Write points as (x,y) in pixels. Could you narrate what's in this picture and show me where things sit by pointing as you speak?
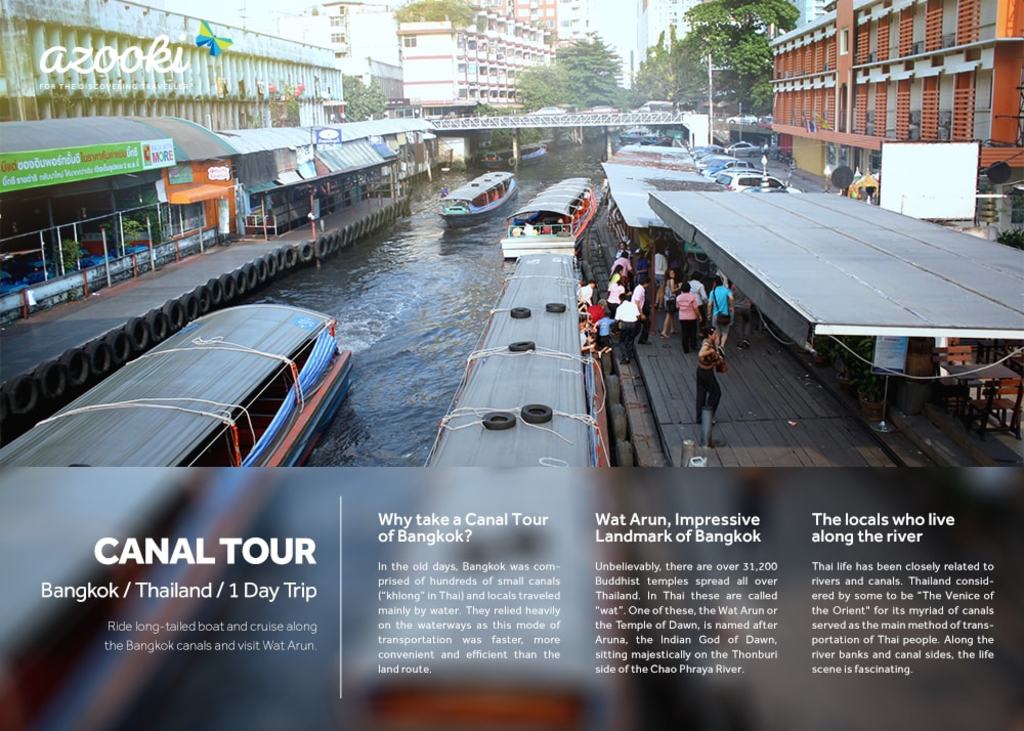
In this image at the bottom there are some boards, and some people (707,400) and also there are some shelters (821,277), buildings (31,80), trees (700,92). And in the center of the image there is a bridge (690,133), poles (713,82), rods (53,226), and at the bottom of the image (414,565) there is text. And in the center (389,290) there is a river (440,276) and also there are some tables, poles (885,404), boards (884,349) and some objects (878,393).
